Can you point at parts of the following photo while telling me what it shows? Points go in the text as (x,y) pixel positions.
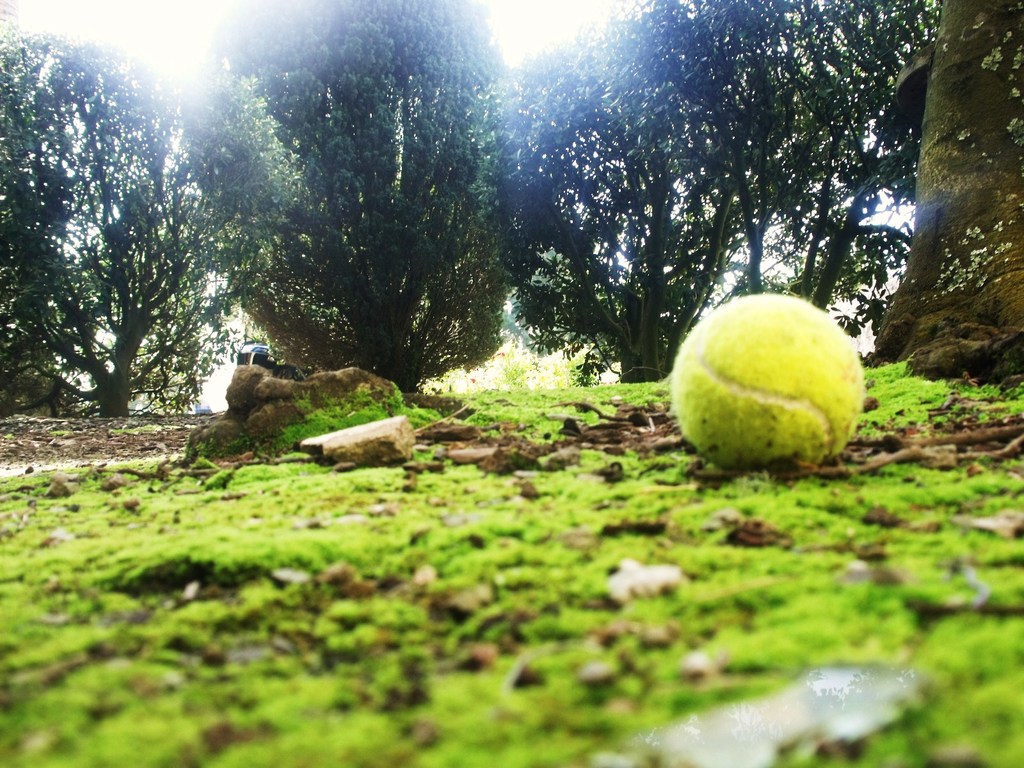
This picture is clicked outside. On the right (741,436) we can see a ball (735,374) placed on the ground (83,641) and we can see the green grass (405,495) and rocks (327,379). In the background (193,101) we can see the sky (171,35) and trees (642,159).
